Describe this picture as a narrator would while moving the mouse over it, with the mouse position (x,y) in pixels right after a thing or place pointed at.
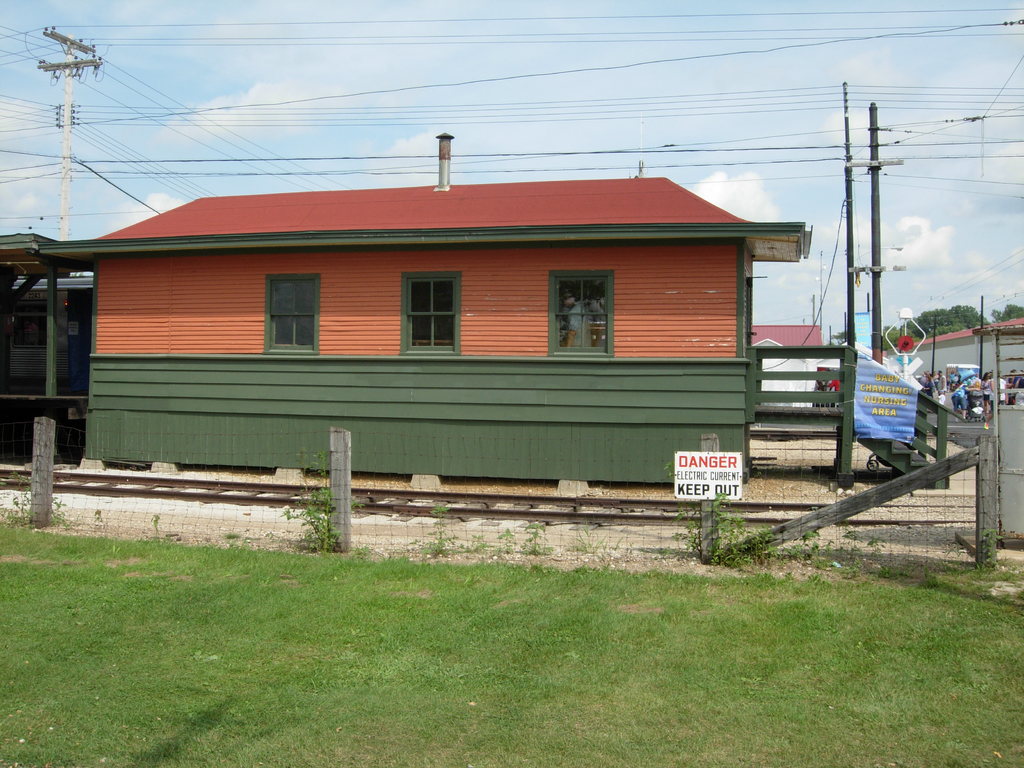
In this image I can see buildings (706,324). There are electric poles (877,255), cables (887,155), people (829,391), trees (964,310), plants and stairs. Also there is grass (504,696), a railway track (663,502) and a name board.
